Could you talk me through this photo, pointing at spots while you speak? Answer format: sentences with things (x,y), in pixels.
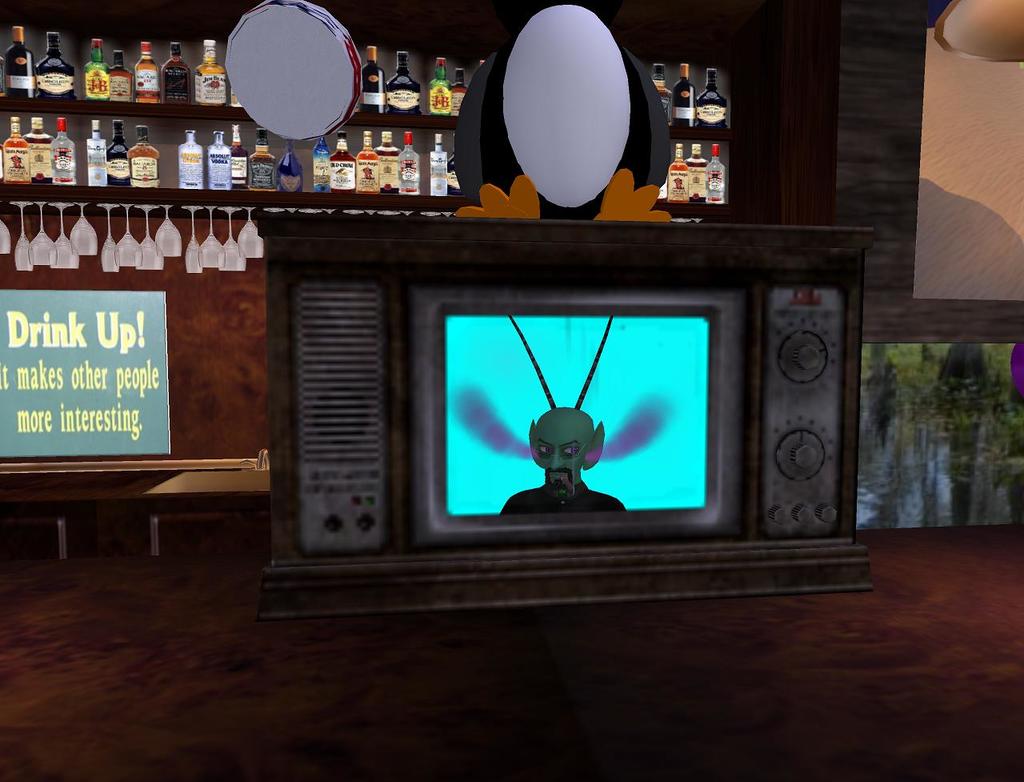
In this image we can see a television (535,427) and other objects (565,171). In the background of the image (246,129) there are some bottles (154,166), board (92,300), wooden objects (166,192), wall (309,158) and other objects (998,111). At the bottom of the image (494,686) there is the floor (490,656).
